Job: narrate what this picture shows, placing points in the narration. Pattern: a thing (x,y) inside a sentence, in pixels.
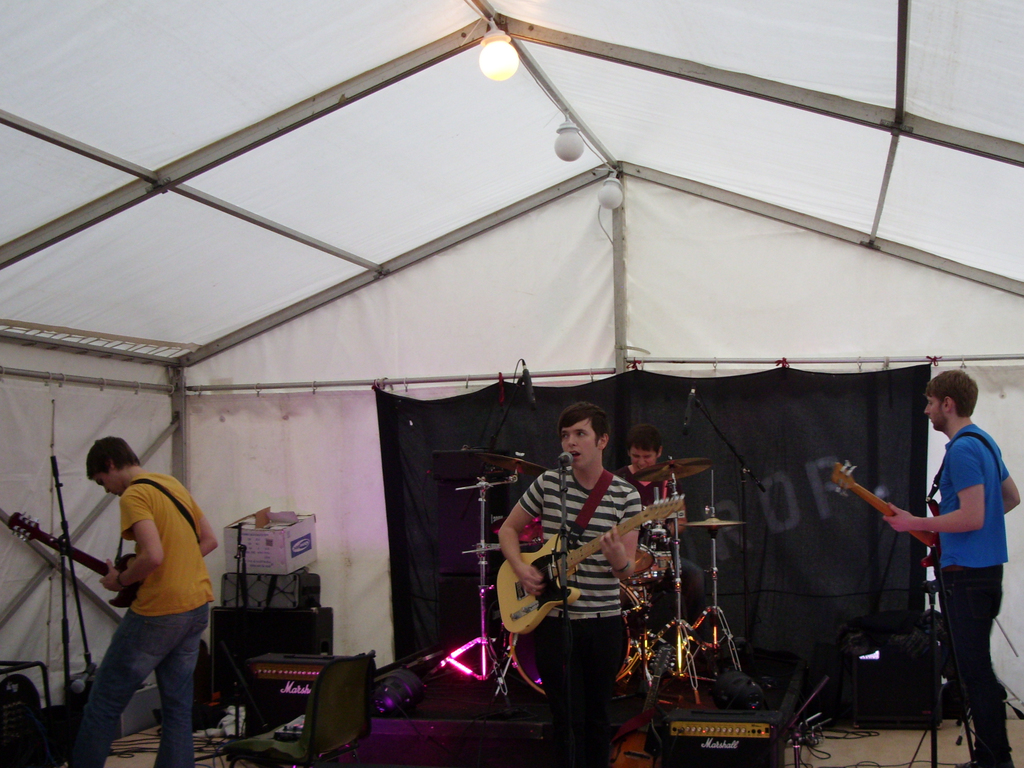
In this image there is a man (550,703) standing and playing guitar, another man (186,499) standing and holding guitar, another man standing and holding guitar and at the back ground (674,553) there is a man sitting and playing drums (657,569), inside the tent (198,177), there are lights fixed to the tent (262,368), some boxes (926,687) and cables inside the tent (138,249).
